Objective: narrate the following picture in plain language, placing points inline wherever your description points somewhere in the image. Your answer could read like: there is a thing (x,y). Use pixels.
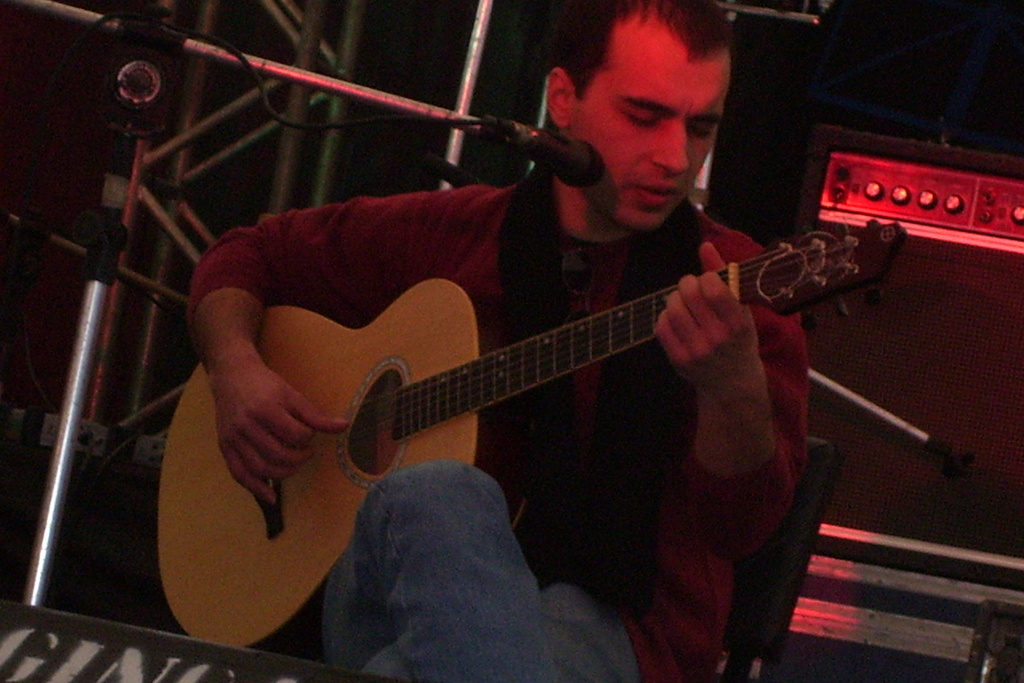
In this image there is a man (480,318) sitting and playing a guitar (420,415). He is also singing. To the left (75,361) there is mic stand (192,46) along with mic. In the background (884,202) there is a speaker (865,195).
